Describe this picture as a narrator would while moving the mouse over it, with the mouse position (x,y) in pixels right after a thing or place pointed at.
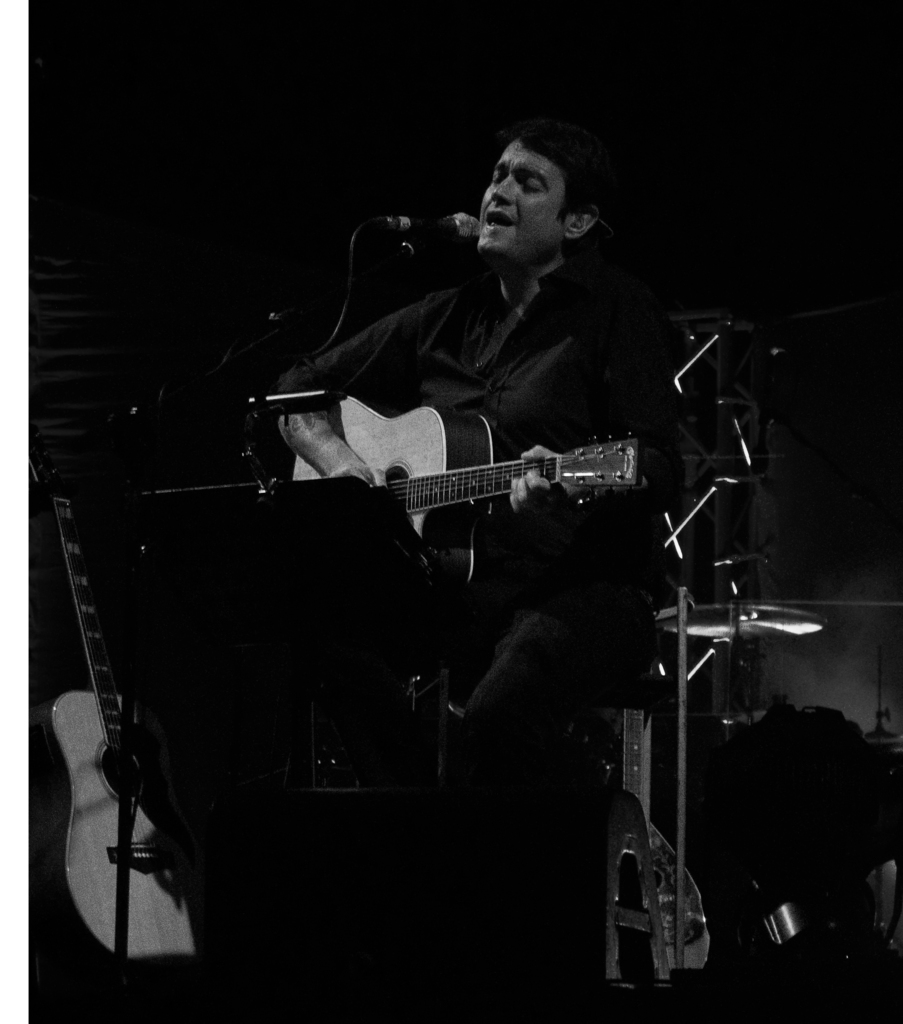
In this image I can see a man (561,649) is sitting and holding a guitar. In front of him I can see a mic (460,229) and a stand (120,957). I can also see another guitar (102,797) over here.
